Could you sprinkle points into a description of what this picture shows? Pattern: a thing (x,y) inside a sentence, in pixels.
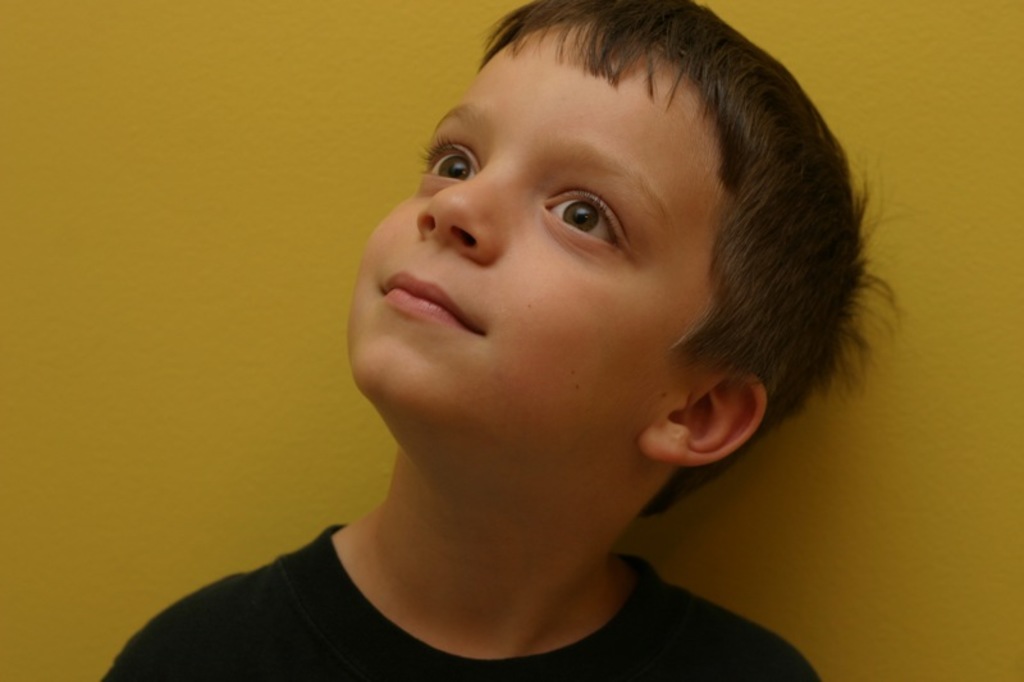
This picture shows a boy (556,343) with a smile on his Face (463,345) and he wore a black t-shirt (684,680) and we see yellow color wall (886,87) on the back (897,76).
